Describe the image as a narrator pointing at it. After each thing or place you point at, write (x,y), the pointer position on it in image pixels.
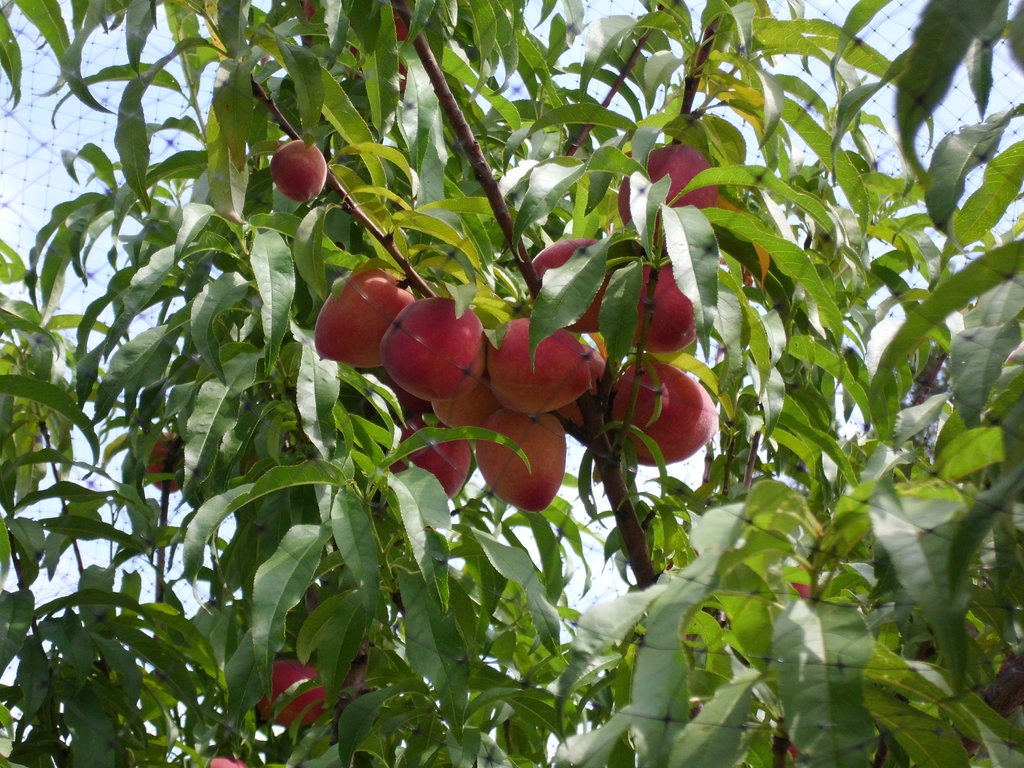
In this image, I can see a tree (778,452) with branches (499,218), leaves (460,205) and fruits (382,312). These fruits (449,389) are red in color. I think this is the fence (191,117), which is in front of a tree (591,436).
